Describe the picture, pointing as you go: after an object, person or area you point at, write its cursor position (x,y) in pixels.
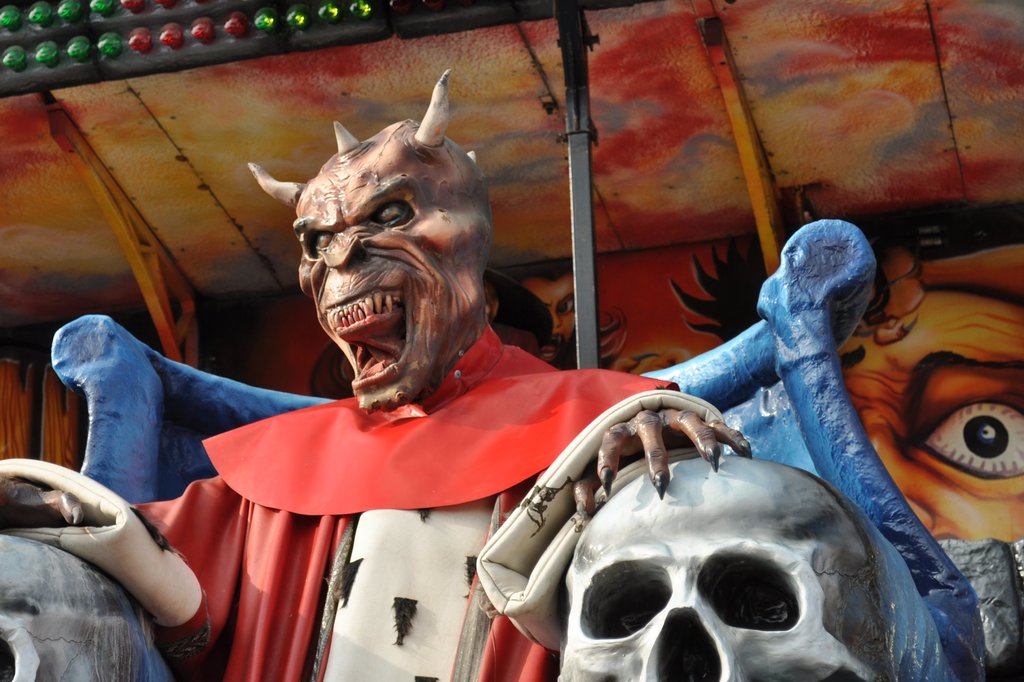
In this image I can see a statue (298,415) which is in brown, red and white color. I can see a skull (703,606) and colorful background (926,325).
